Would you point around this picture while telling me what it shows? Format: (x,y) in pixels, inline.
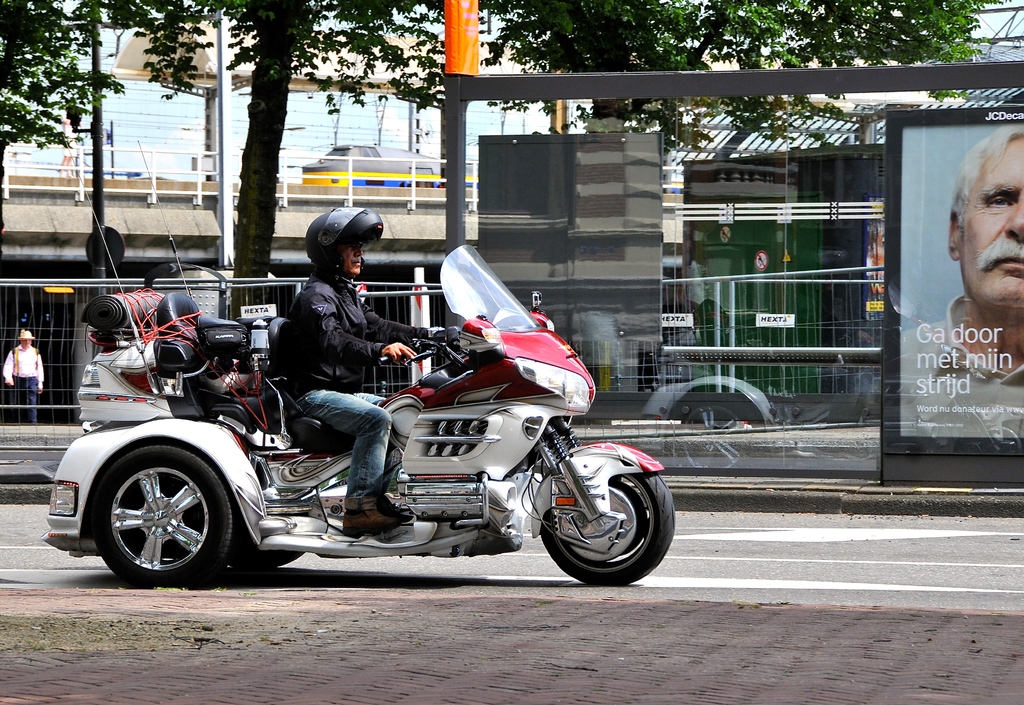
This picture describes about a man (317,362) riding a motorcycle (264,417) on the road (692,519) besides to him we can see a hoarding (947,215), building (819,195), a train (403,163) and couple of trees (181,65).
